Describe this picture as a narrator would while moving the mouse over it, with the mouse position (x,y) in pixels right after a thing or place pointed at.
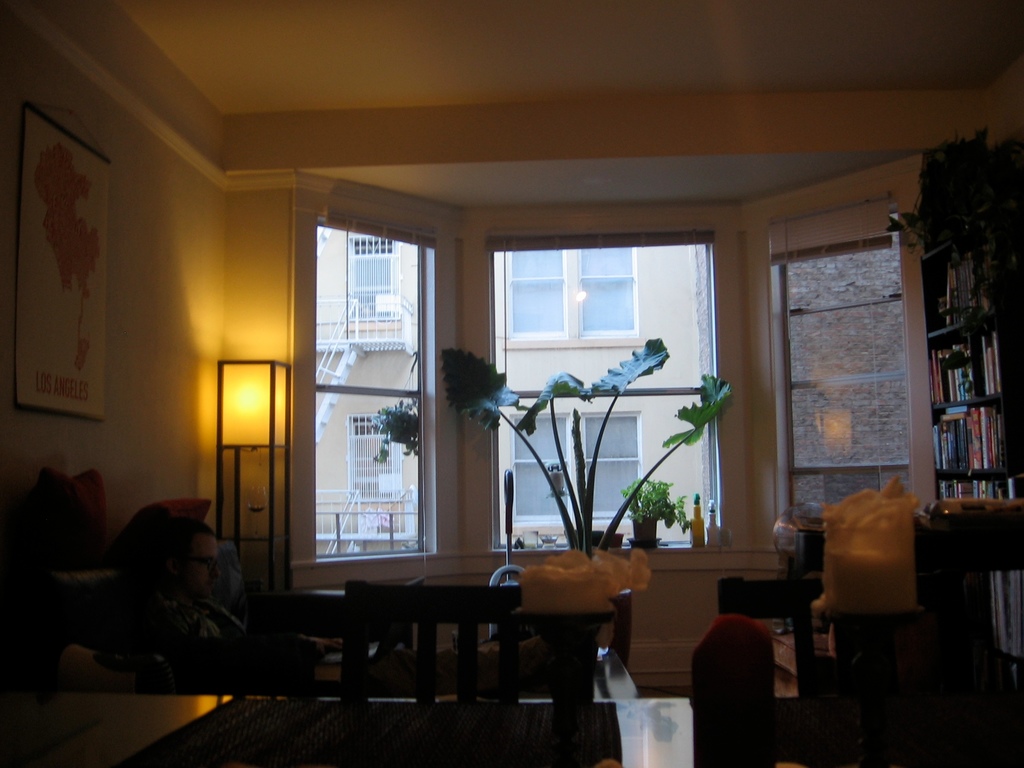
In this image I can see a table (545,736) and chairs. There is a plant pot (478,391). There are book shelves (937,433) on the right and a lamp (267,567) and a photo frame (99,278) on the left (267,431). There is a window (390,336) at the back (520,417).
